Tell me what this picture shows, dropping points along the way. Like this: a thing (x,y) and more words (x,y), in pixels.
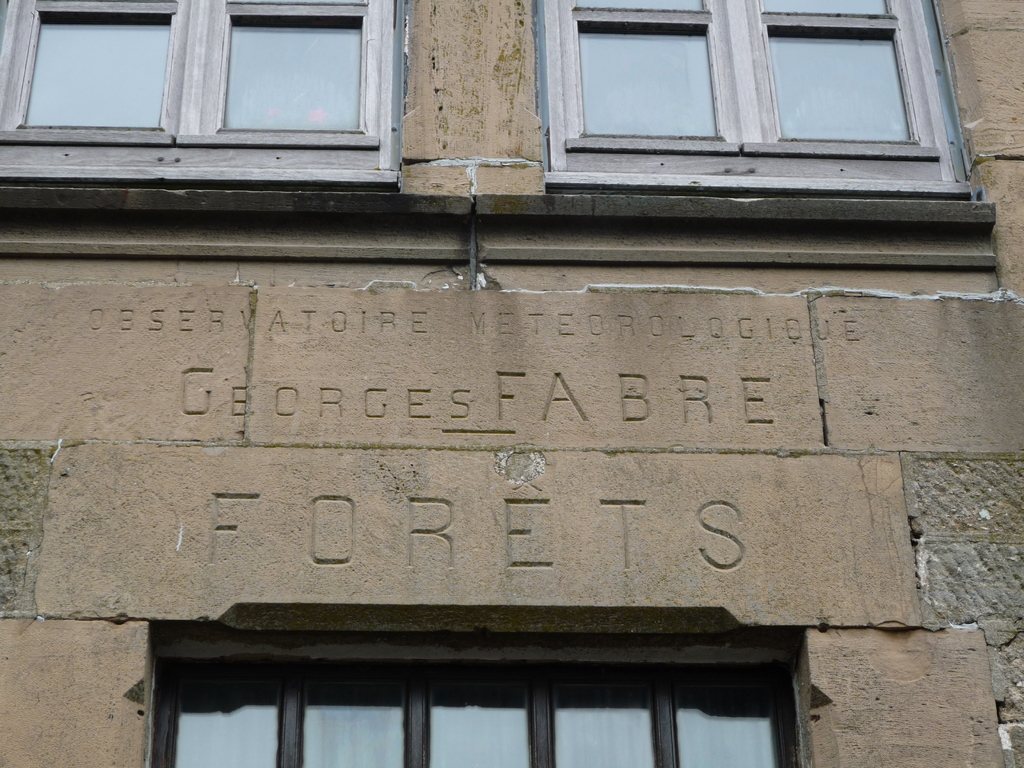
In this image in the front (420,381) there is a wall (379,475) and on the wall (458,390) there is some text (547,405) written on it and on the top of the wall (470,120) there are windows (781,56) and at the bottom (415,702) of the wall (672,424) there is a window (425,731).
